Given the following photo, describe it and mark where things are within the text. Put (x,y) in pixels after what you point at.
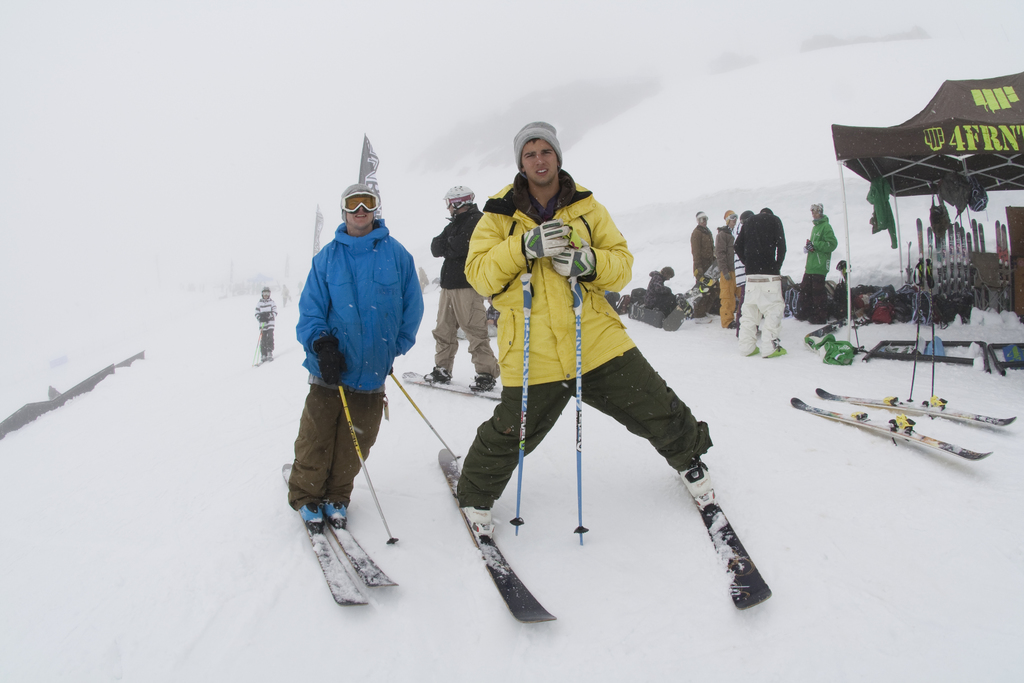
In this image we can see a few people (602,312), some of them are standing on the skis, there is a tent (937,155), skis (921,246), bags (950,191), flags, also we can see the snow (162,303).
